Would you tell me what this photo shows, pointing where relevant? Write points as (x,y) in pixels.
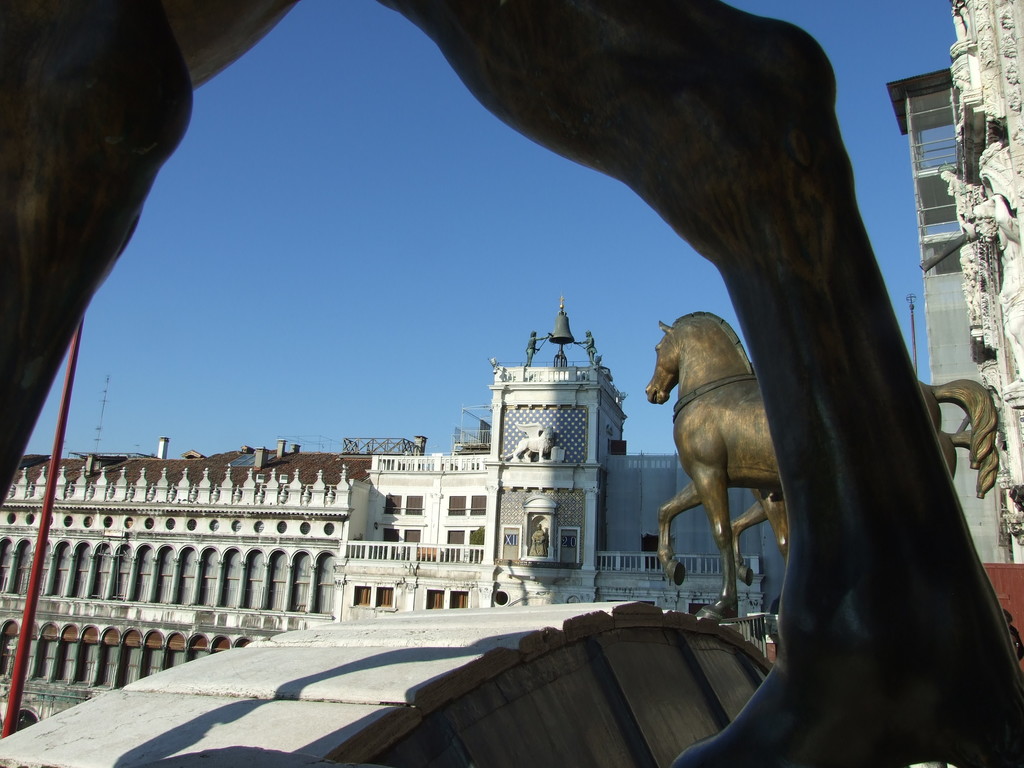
In this picture we can see few statues (747,516), in the background (485,407) we can find few buildings (378,501) and poles (55,465).
